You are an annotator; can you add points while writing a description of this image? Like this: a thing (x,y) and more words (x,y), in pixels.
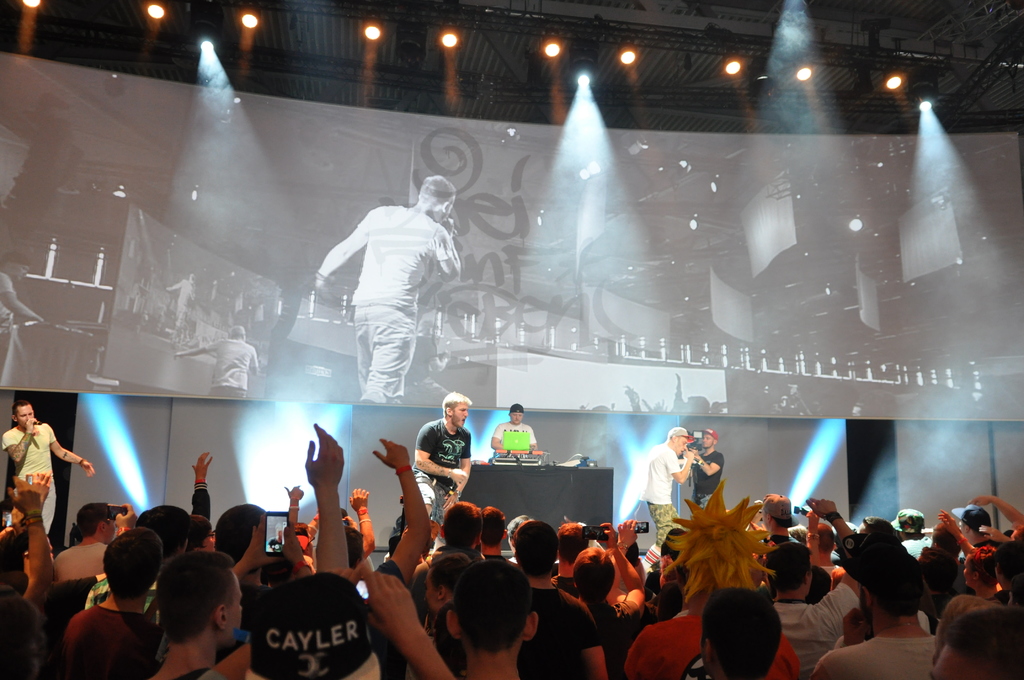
In the center of the image (428,446) there are people (687,449) holding the mikes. There is a person (704,467) holding the camera (690,435). Behind them there is a person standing in front of the table (525,490). On top of it there are a few objects (509,463). In front of the image there are people (687,579) holding the mobiles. In the background of the image (699,343) there is a screen (750,329). On top of the image (244,23) there are lights (448,45).
